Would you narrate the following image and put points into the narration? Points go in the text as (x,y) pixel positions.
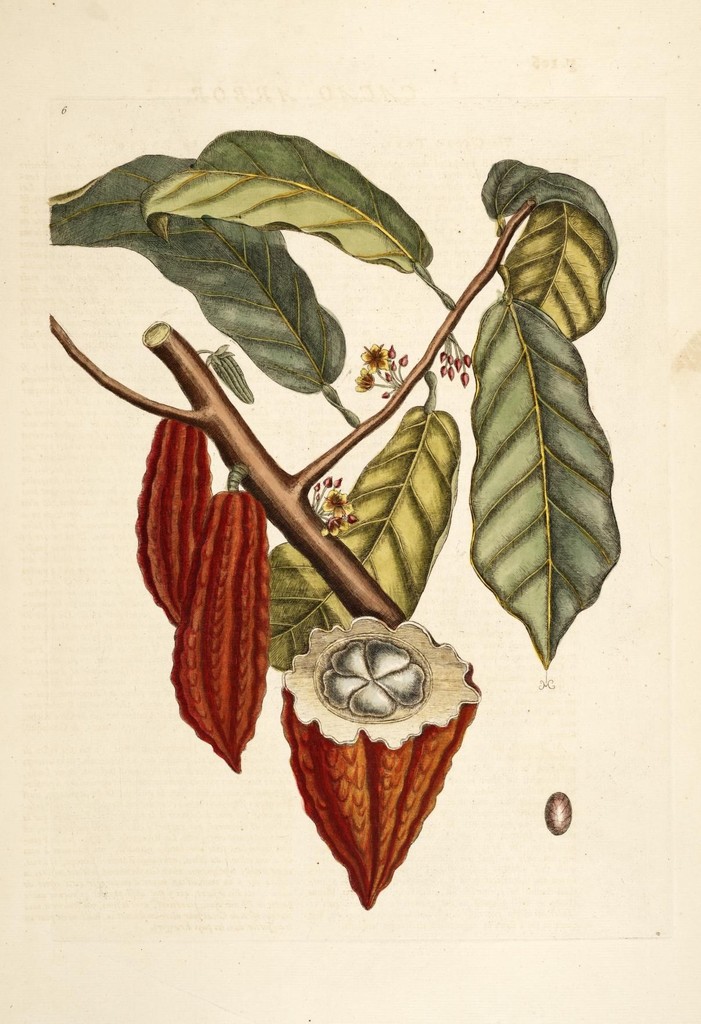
In this image we can see the picture of some fruits (357,651) and leaves (548,629) to the stem (345,579) of a plant (532,608).
